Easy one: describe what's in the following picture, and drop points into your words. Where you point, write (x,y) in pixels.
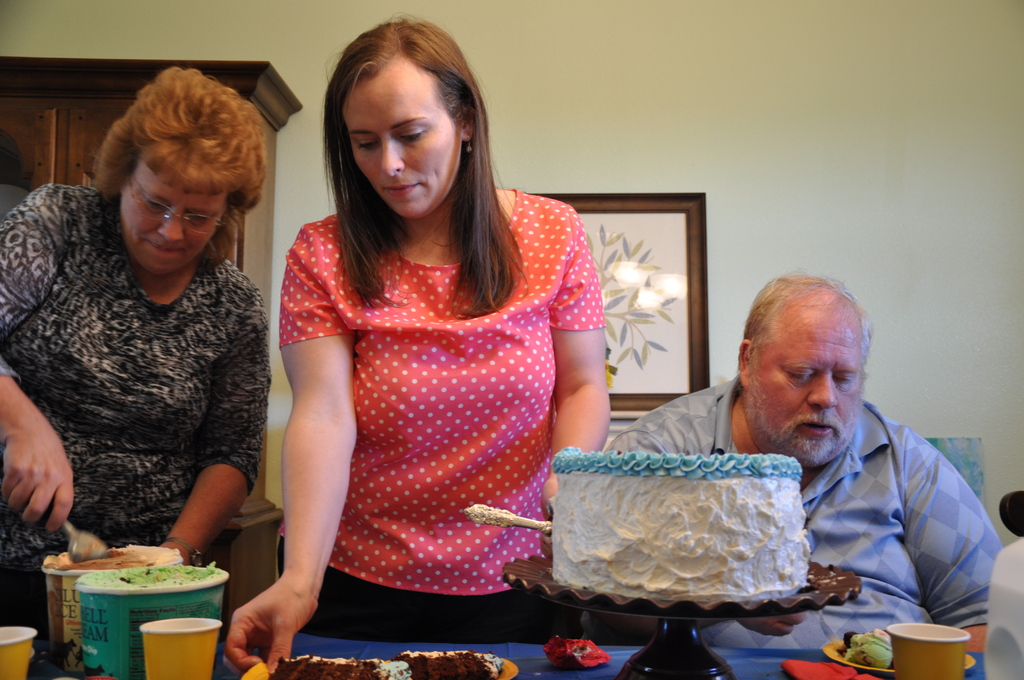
In this image I can see three people (426,317) are in-front of the table (336,642). These people (541,623) are wearing the different color dresses (415,411). And I can see few colorful boxes (124,619) with food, cake (628,561) and cups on the table (560,668). In the back (668,261) I can see the frame (620,235) and the cupboard (26,174). I can also see the wall (560,17).
